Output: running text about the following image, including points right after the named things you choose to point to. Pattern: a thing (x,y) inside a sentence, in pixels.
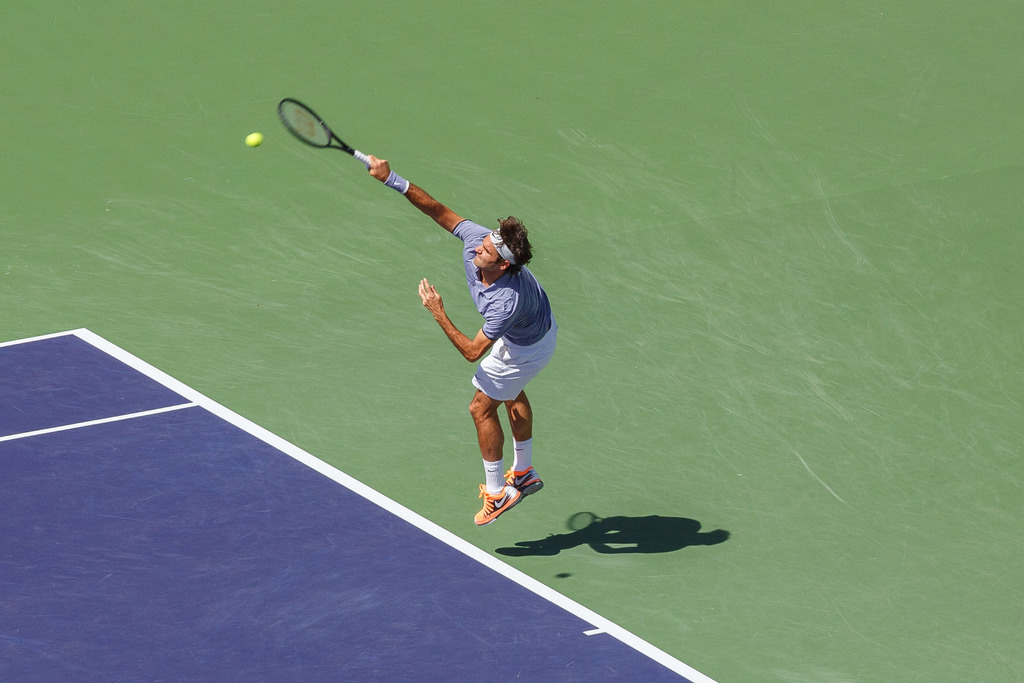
In this picture we can see a player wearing Jersey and holding a tennis racket (309,132) in his right hand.
